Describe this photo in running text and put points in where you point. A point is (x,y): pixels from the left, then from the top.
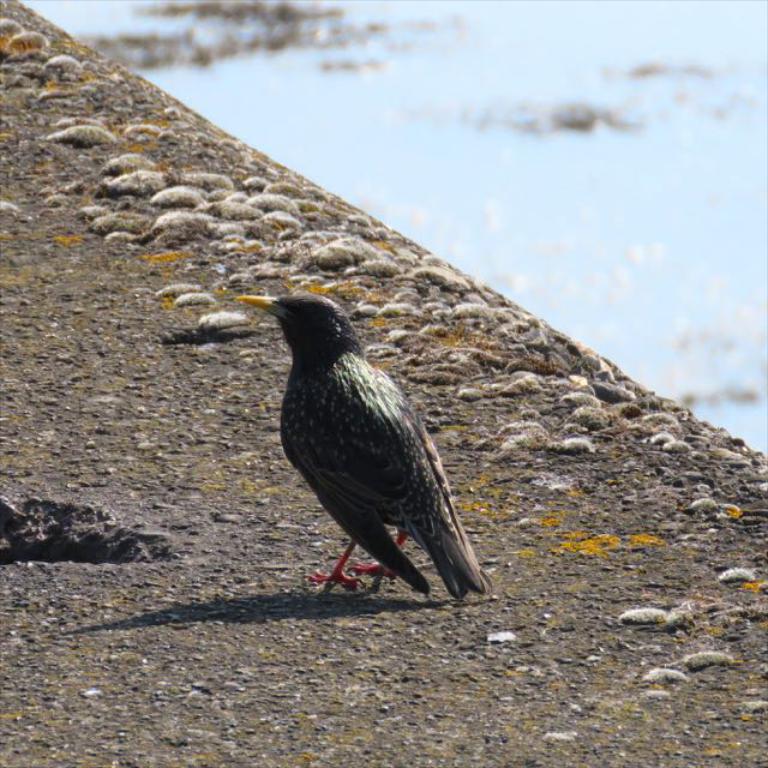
In this image we can see a bird (315,360) on the ground (359,683), on the ground (226,521) we can see some objects (166,176) which looks like the stones (276,176) and also we can see some water (421,239).
